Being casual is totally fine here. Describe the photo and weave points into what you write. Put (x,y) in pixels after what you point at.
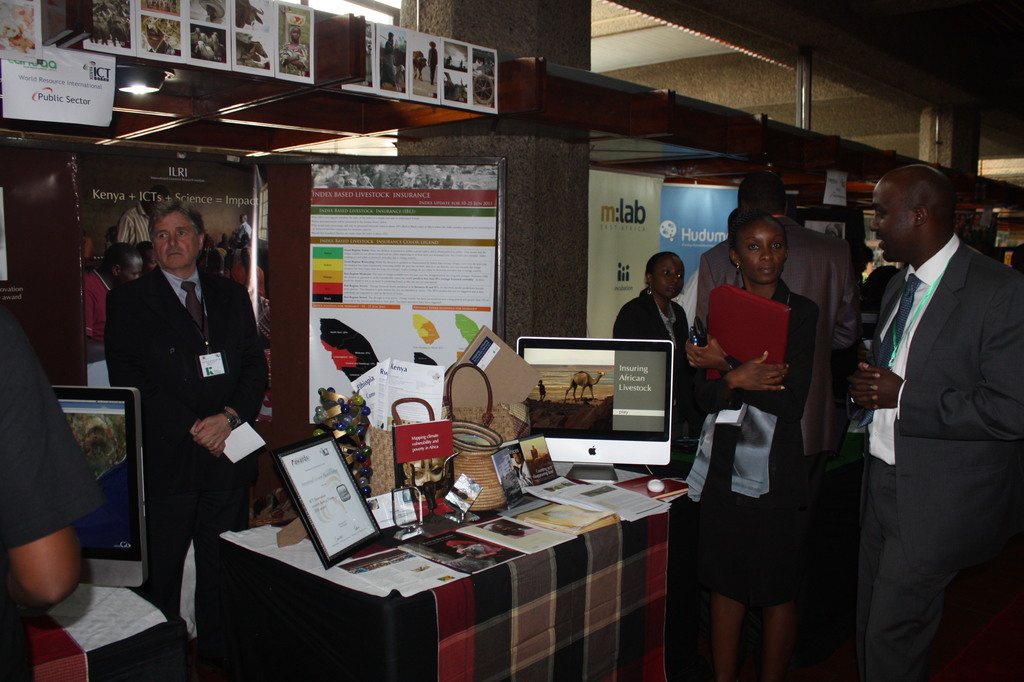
In this image we can see people (235,463) standing near the table (313,565). We can see monitor (629,417), photo frame (341,539), papers (565,501) and some things (381,465) on the table (255,569). In the background (472,280) we can see banners (414,298) and people (695,287) standing.
